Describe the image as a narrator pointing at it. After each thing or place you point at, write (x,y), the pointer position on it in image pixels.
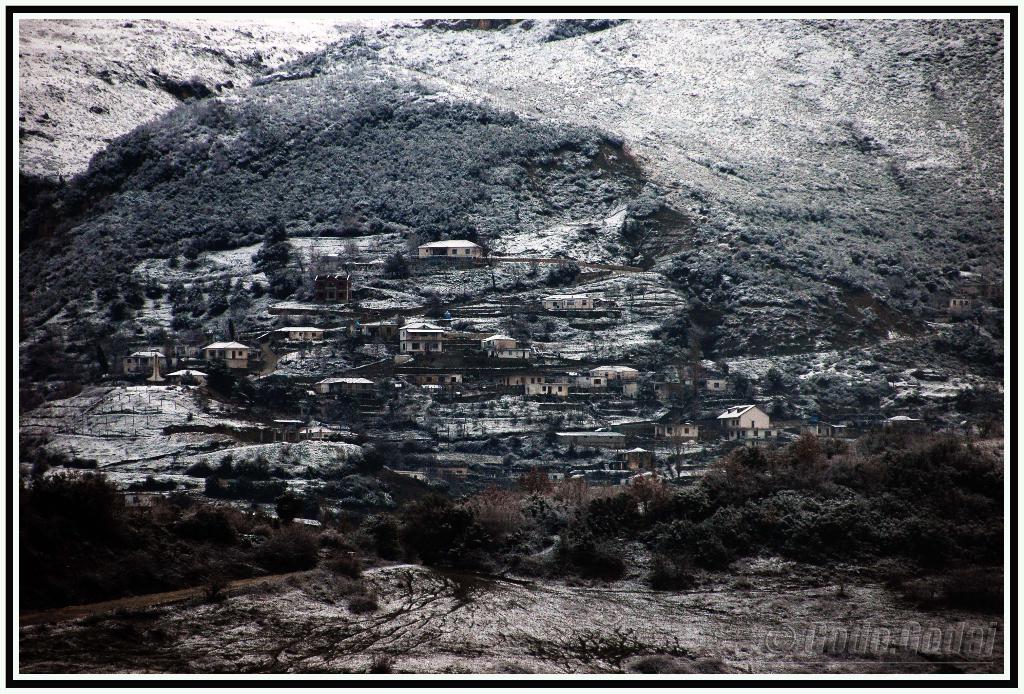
Here in this picture we can see houses (238,353) present on the ground (519,413) over there as we can see it is a hilly area (552,249) and we can see plants (214,522) and trees (244,305) present over there and we can see some part of ground (229,436) is covered with grass (37,420) also over there.
